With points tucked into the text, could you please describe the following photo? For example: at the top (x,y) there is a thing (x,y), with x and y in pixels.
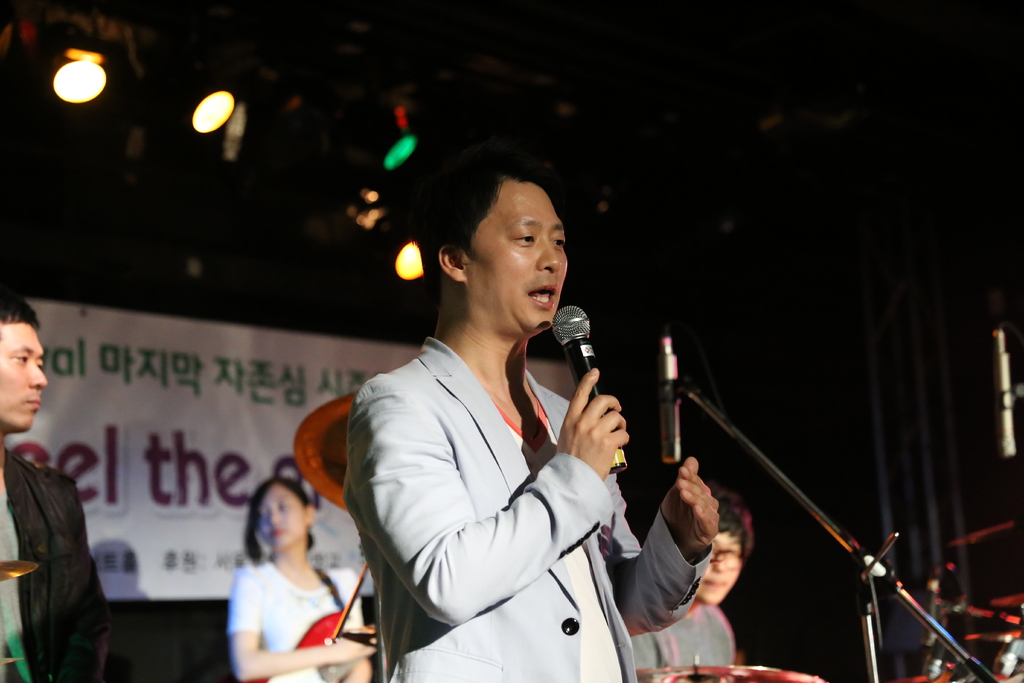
As we can see in the image there is a light (70,58), banner (107,388), three people (549,527) standing on stage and the man (523,521) who is standing here is talking on mic (578,365).
